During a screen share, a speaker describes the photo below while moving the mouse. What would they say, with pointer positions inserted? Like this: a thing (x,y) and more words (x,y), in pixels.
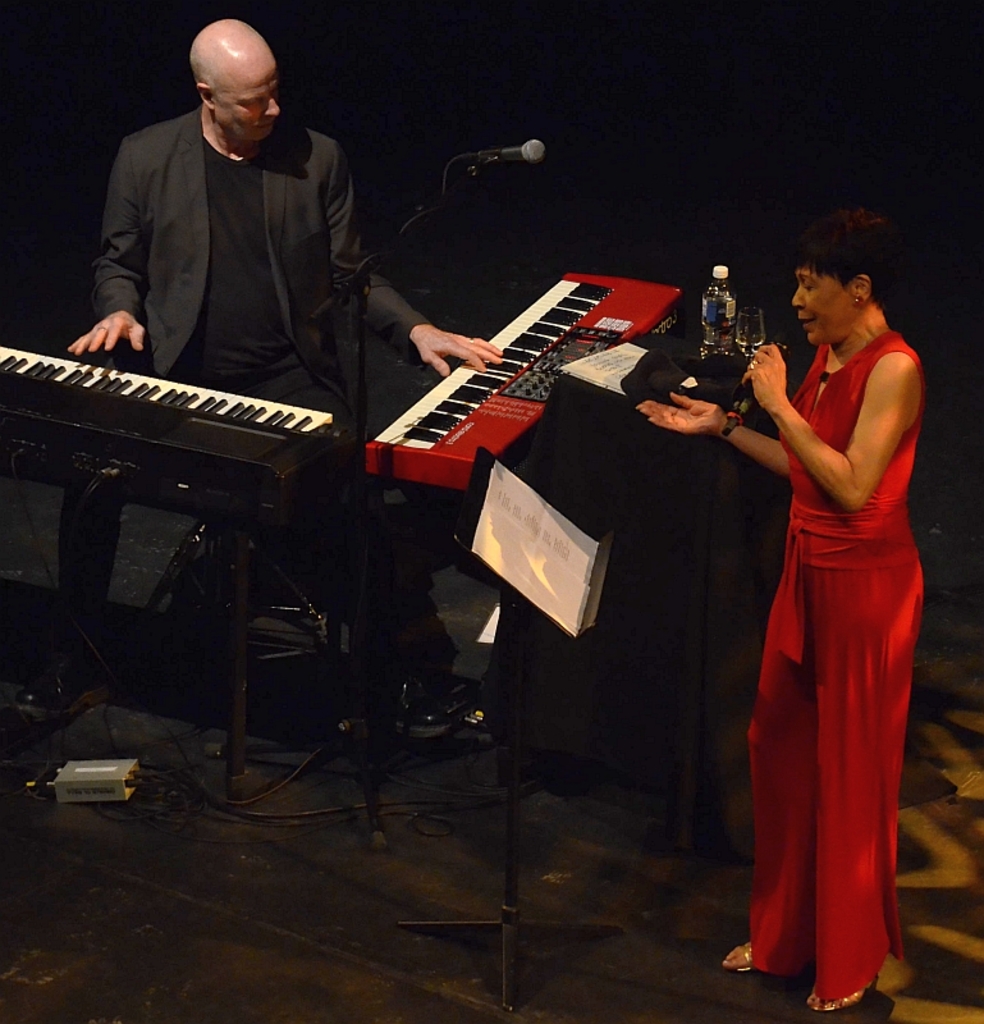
a woman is singing in a microphone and a person (434,617) is playing piano (10,378) which are in front of him.
